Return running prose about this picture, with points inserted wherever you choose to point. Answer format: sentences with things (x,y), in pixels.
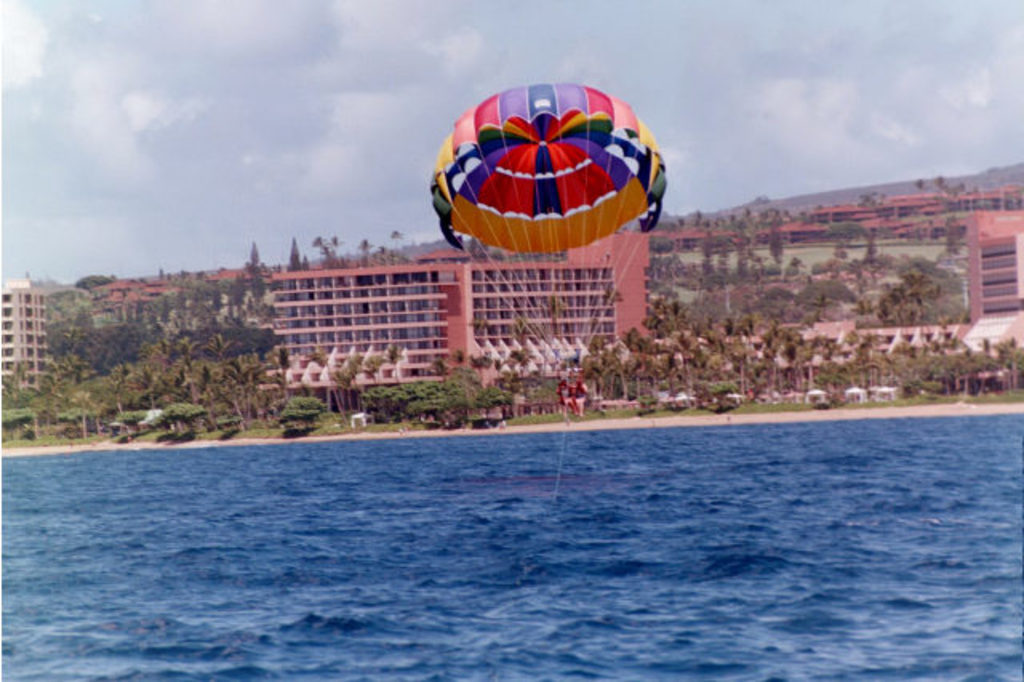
In this image two persons (564,393) are tied to a parachute (557,245). Bottom of image (536,515) there is water (615,540). There are few trees (860,384) and buildings (933,328) are on the land (730,363). Top of image (322,110) there is sky (322,110).
